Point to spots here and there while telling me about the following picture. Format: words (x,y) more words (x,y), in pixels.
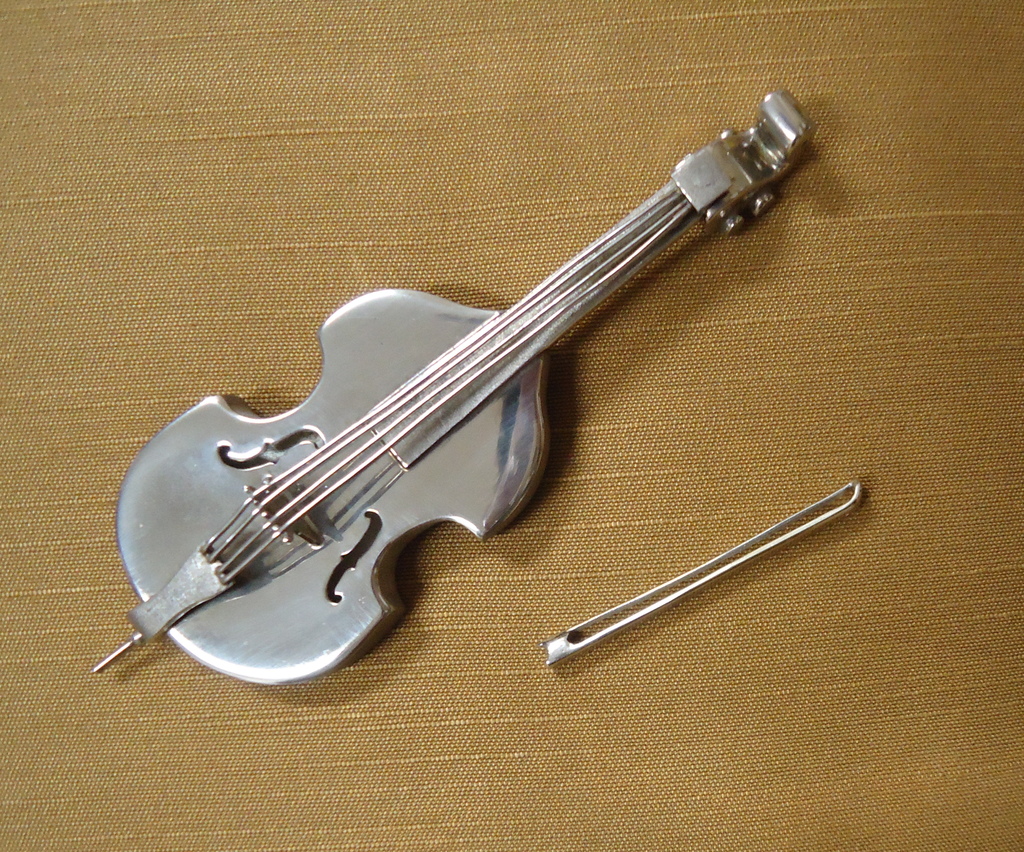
Here in this picture we can see a fiddle (650,232) present on a cloth (583,339) over there.
